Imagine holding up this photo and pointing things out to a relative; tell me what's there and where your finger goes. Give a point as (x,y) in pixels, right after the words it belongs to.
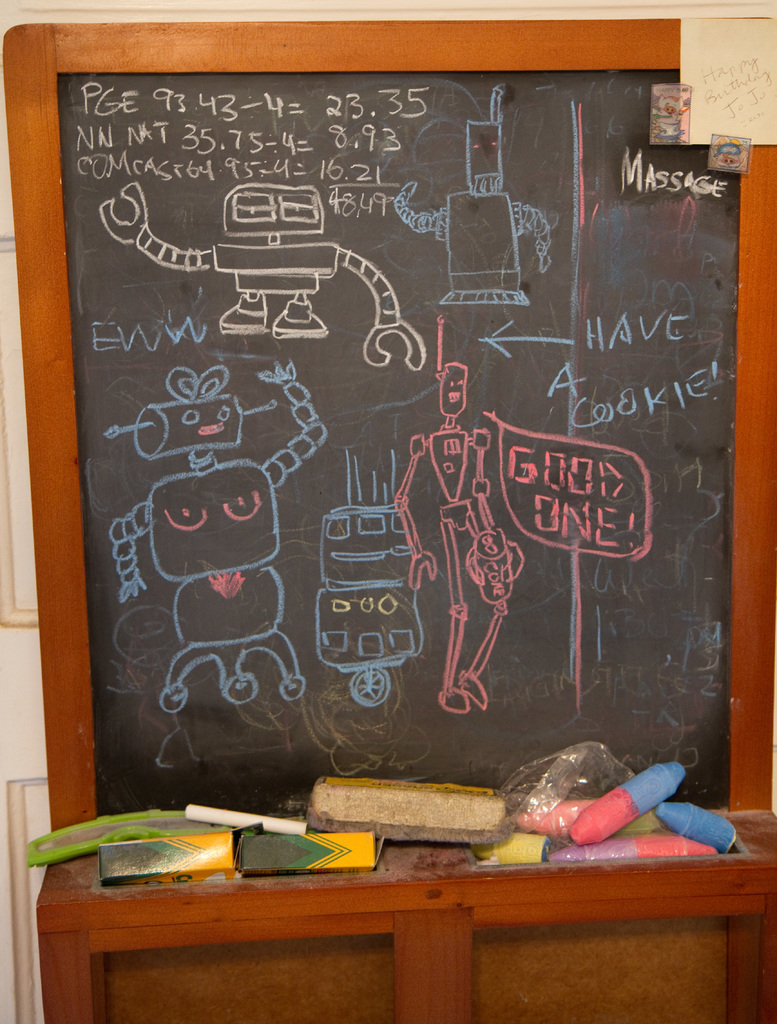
In this picture I can see there is a black board (614,683) and there is a duster (354,817), a white chalk piece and few colored chalk pieces (611,803). On the board (302,468) there are few drawings (457,283) of robots (305,186) and there are few values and something written on the board (351,168). In the backdrop (244,1) there is a wall (244,11) and there is a white board (17,407).
